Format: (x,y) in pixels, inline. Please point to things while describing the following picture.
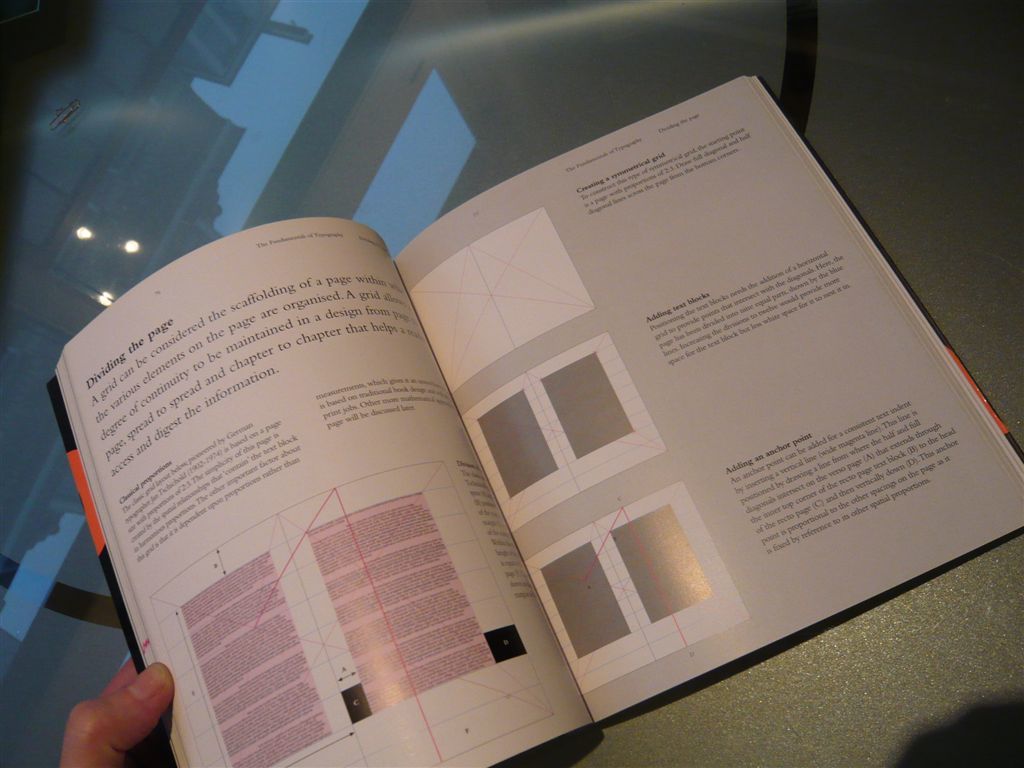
In this picture I can see a person's hand (147,716), who is holding a book (387,341) and I see the papers (367,315) on which there is something written and I see few diagrams (550,364) and In the background (106,292) I can see the lights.
